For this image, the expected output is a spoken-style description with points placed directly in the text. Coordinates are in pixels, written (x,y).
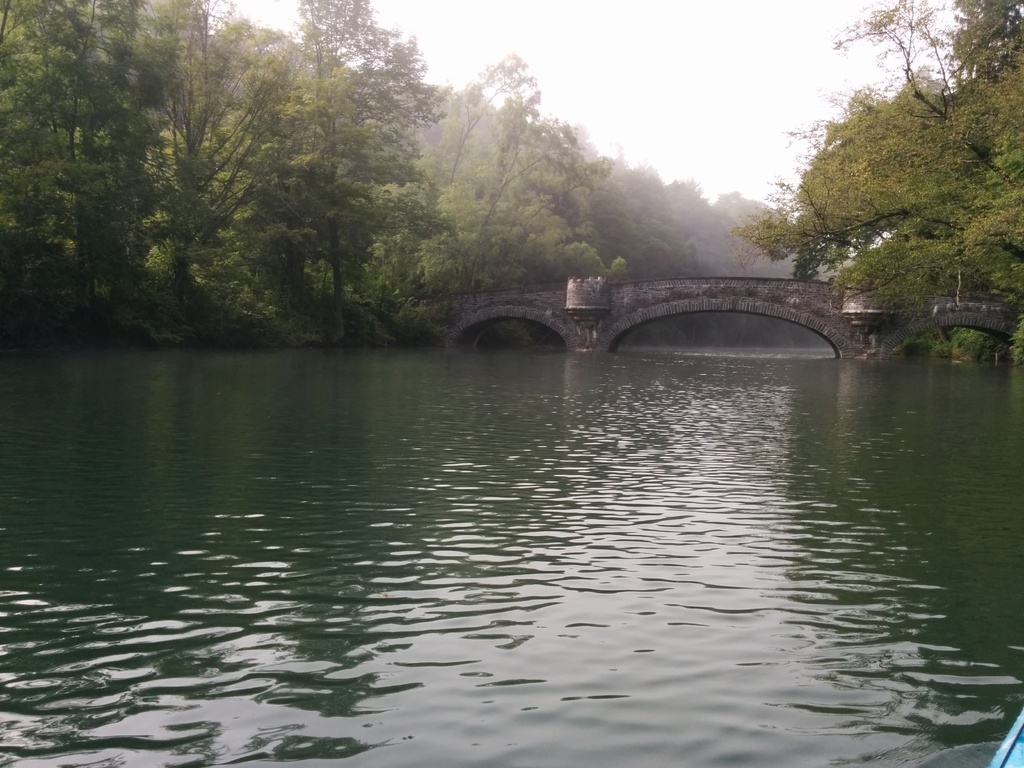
In this picture we can see a river (445,469) flowing under a tunnel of a bridge (753,281) surrounded by trees (568,225).
